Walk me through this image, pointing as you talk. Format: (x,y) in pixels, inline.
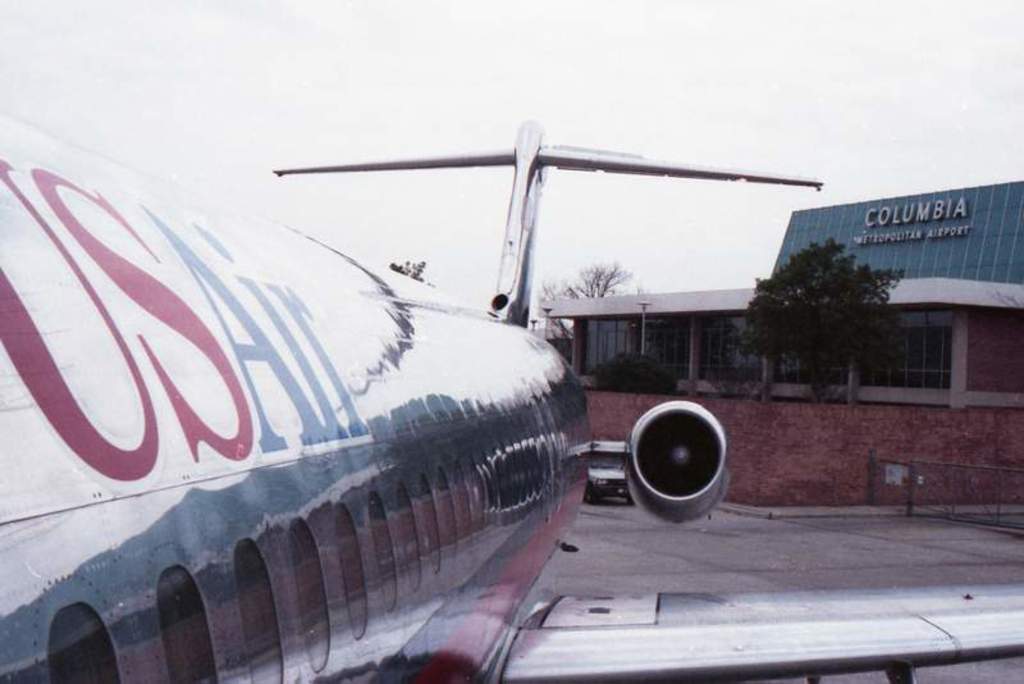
In this picture we can see an airplane (546,432) which is truncated. In the background (981,358) we can see a building (990,370), trees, board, and sky (688,126).
